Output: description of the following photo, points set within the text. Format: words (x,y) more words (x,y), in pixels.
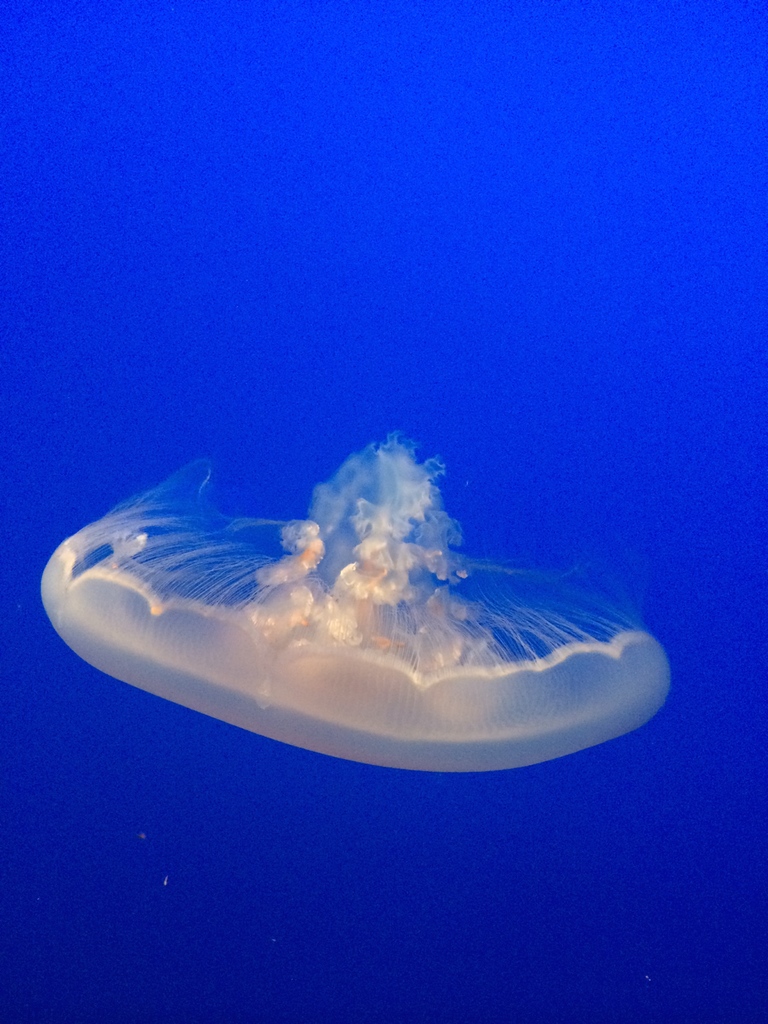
In this picture we can see a jellyfish (346,531) in the water (156,433).
